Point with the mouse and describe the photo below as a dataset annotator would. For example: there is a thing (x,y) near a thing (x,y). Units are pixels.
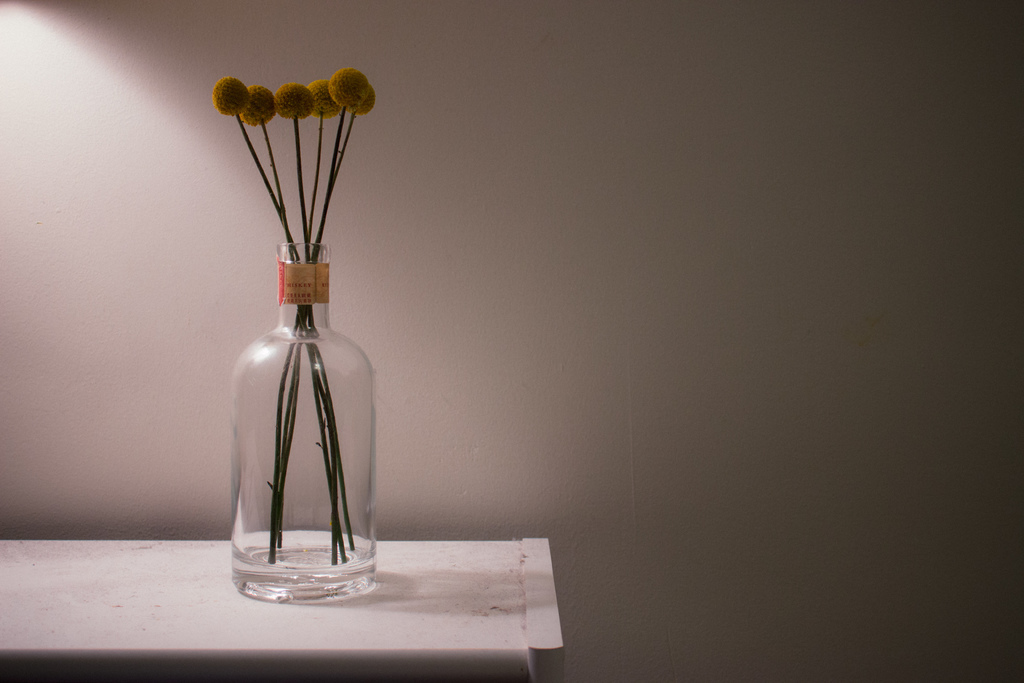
In this image i can see a glass jar (308,437) on the table (153,610) with some objects (304,104) in it.
